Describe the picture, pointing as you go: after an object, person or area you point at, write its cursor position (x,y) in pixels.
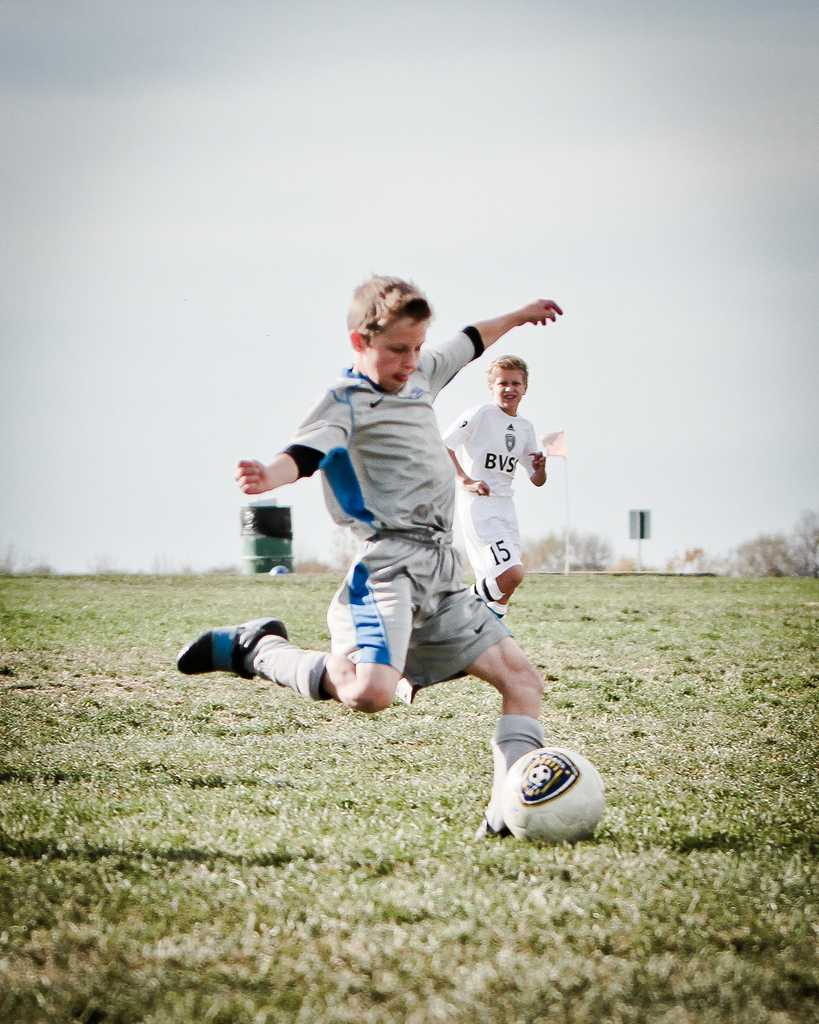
In this image in the center (483,485) there are two boys (436,514) who are playing football (546,748). At the bottom (650,796) there is grass (727,643) and in the background (583,533) there are some trees (767,548) and sky (42,386).
